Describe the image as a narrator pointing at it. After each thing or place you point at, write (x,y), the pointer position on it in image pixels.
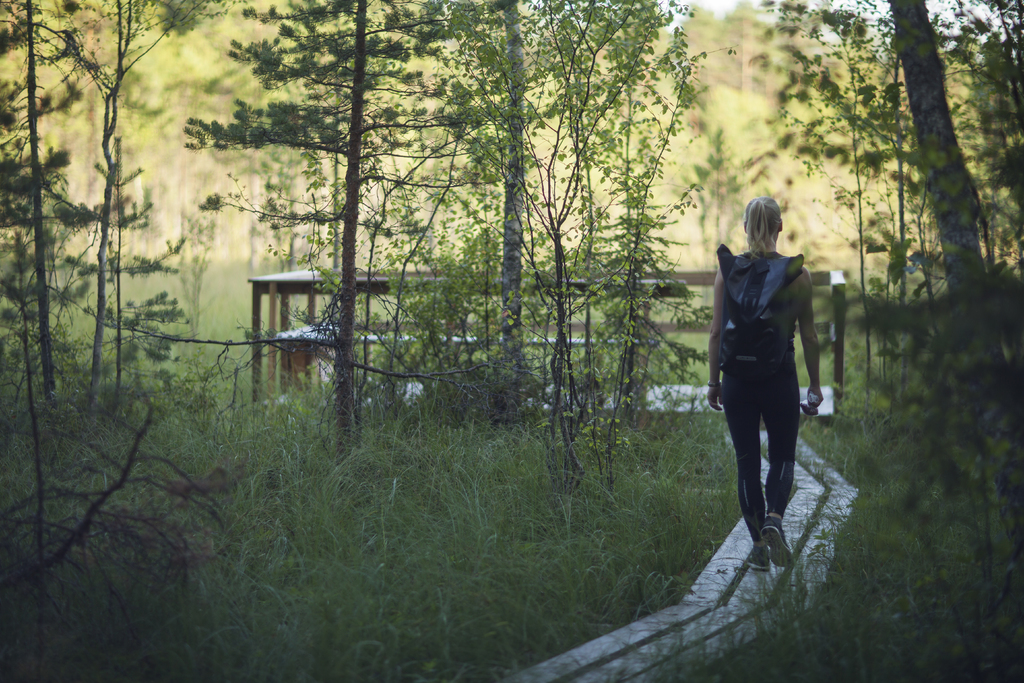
At the right side of the image (741,404) there is a girl (766,400) walking on the path (766,572). On the right (956,430) and left side of the image (115,461) there are trees (1010,429) and grass (896,588). In the background (686,392) there is a wooden structure (296,332) placed on the surface (854,415) of the grass (834,434).
